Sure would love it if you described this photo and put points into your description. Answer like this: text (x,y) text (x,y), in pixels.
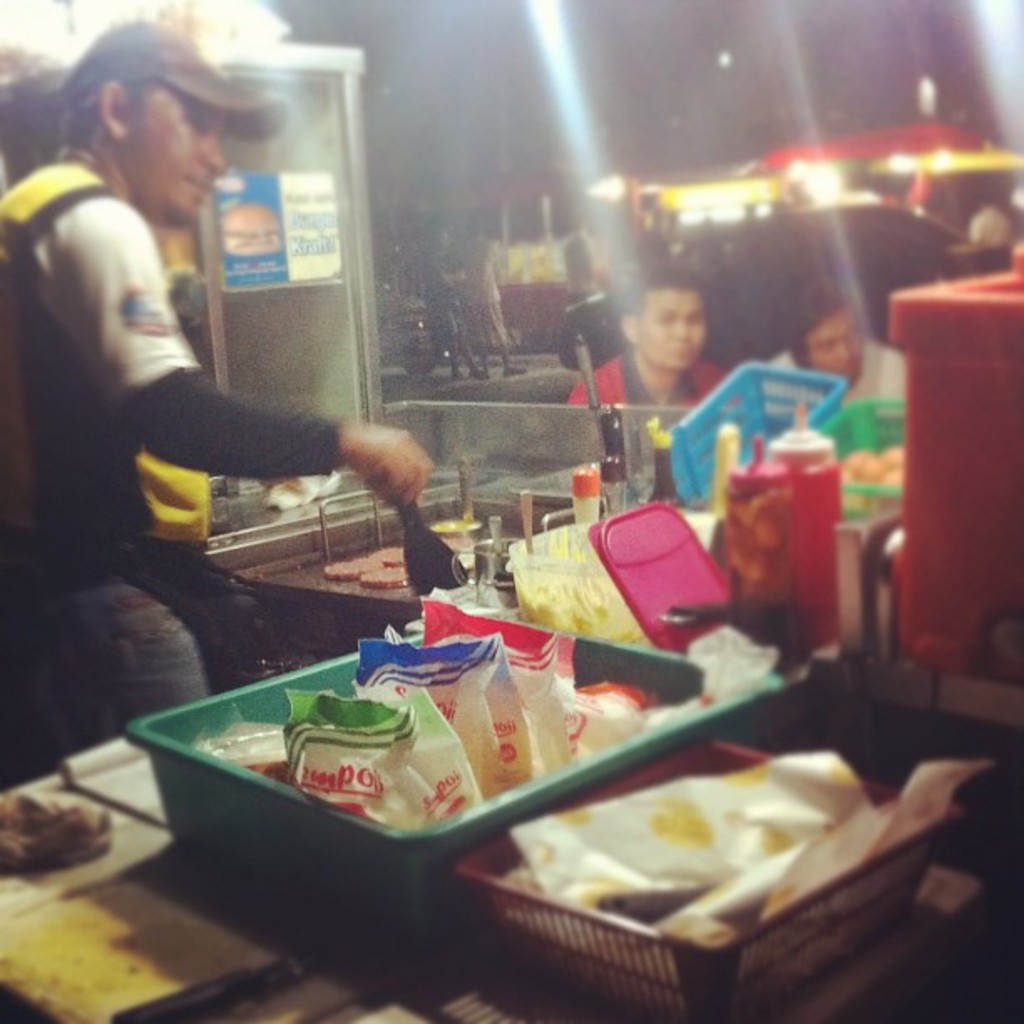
In this image we can see a person (134,136) wearing a black cap (138,29). He is cooking. In front of the image there is table (865,993) on which there are many objects (577,555). In the background of the image (723,305) there is a car (893,264). There are two persons (651,393).
